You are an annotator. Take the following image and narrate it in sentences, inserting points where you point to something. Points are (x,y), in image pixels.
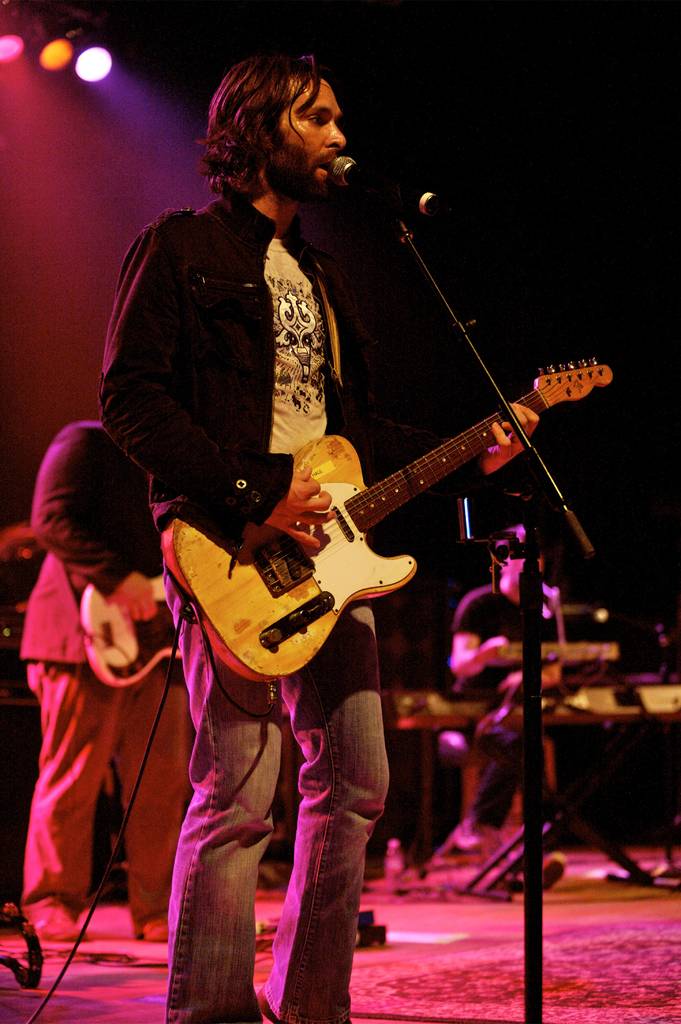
The persons (155,402) wearing black dress (180,434) is playing guitar (377,487) in front of a mic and there is a person (501,643) playing piano (551,655) in the background (498,643).
